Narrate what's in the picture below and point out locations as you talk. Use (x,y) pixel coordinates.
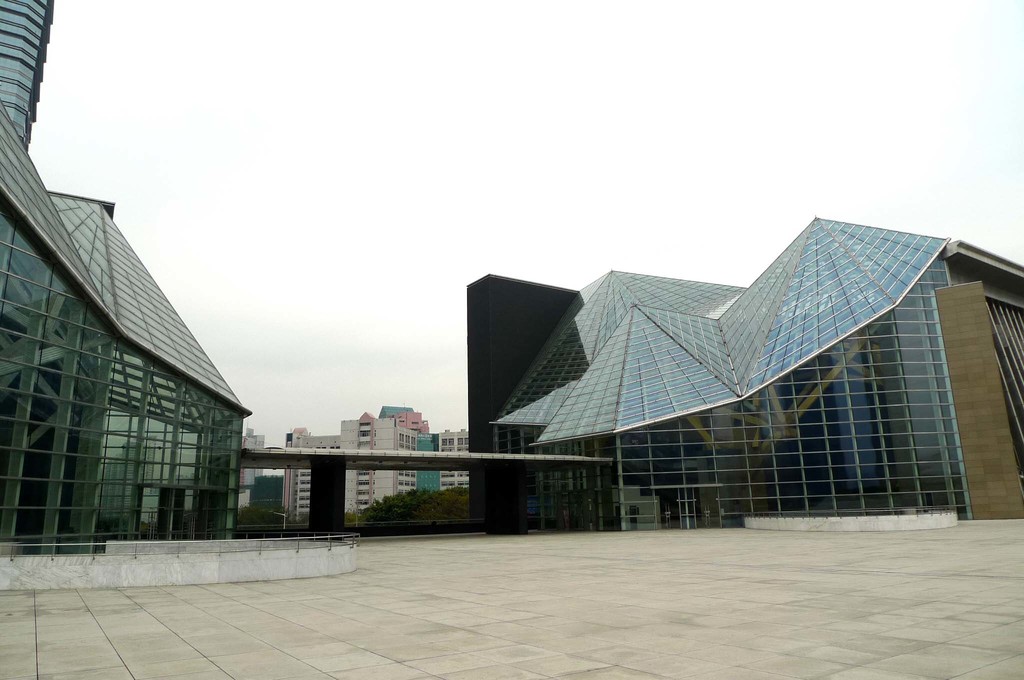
In this image, we can see buildings (710,483), walls (991,428), pillars (503,529), trees (463,508) and glass objects (602,488). At the bottom (658,556), we can see the path (657,626). Background (686,7) there is the sky (248,237).
